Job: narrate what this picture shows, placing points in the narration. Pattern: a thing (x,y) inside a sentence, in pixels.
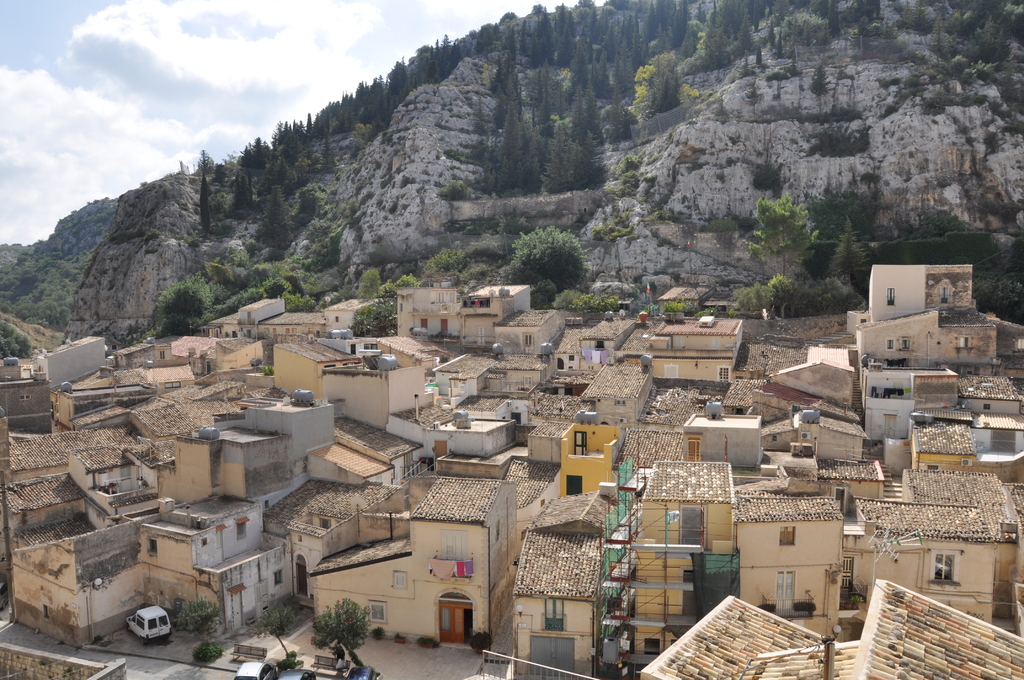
Here we can see houses (690,409), trees (980,12), and a mountain (473,236). In the background (215,119) there is sky (154,122) with clouds (140,122).
